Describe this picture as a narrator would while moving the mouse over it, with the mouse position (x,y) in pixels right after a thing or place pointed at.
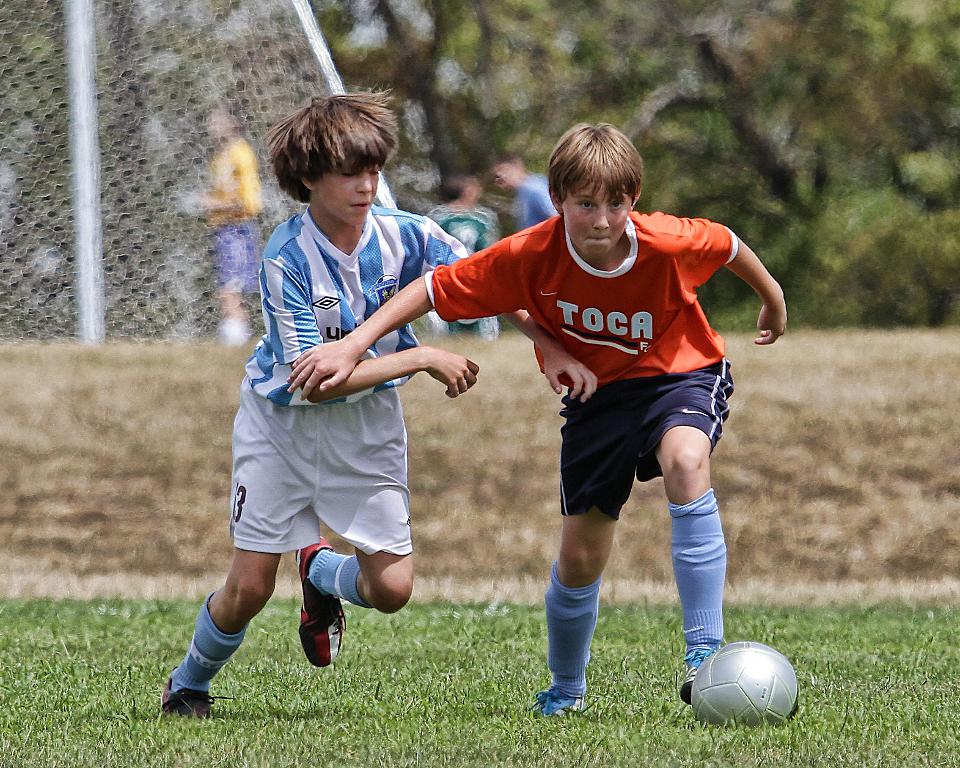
In this picture, we see two boys (256,372) are running. In front of them, we see a ball (782,666). I think they are playing the football. At the bottom (426,686), we see the grass (425,720). Behind them, we see the fence (155,185) or a net (136,226). Behind that, we see the people (535,201) are standing. There are trees (592,115) in the background (668,87). This picture is blurred in the background (668,539).
